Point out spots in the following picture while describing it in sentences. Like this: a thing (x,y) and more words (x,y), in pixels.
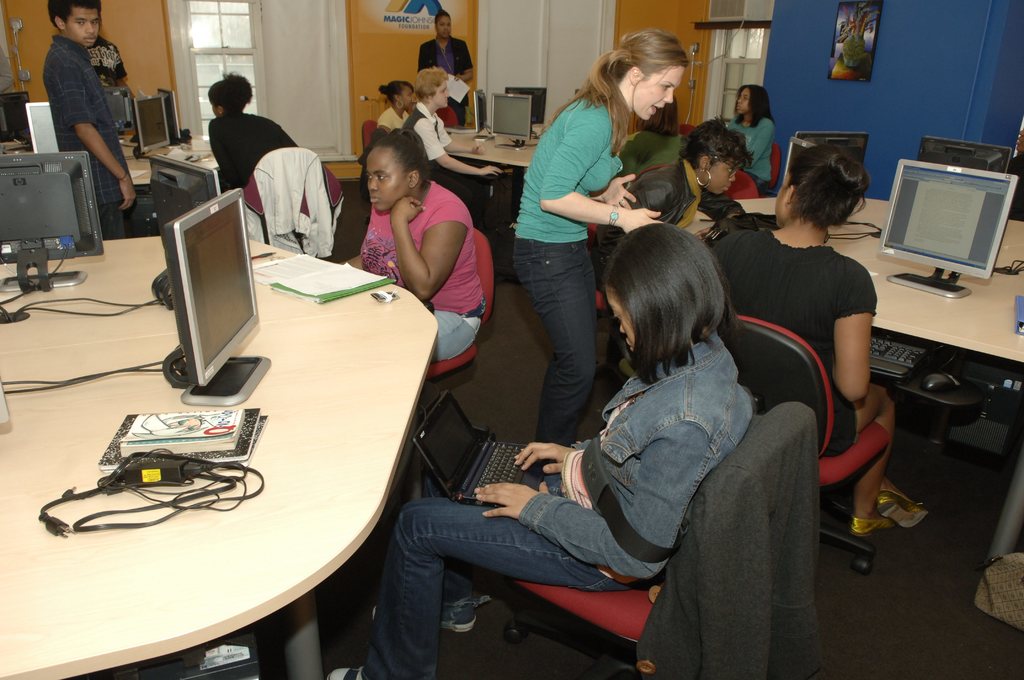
In this image there are group of person (584,266) sitting and standing. In the front (633,470) the woman (633,513) sitting on a chair (588,598) is doing work on a laptop (473,453) which is on her lap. In the center (550,256) the woman (570,214) is standing and talking to the woman (794,255) at the right side (801,269) sitting on a chair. At the right side (943,277) on a table (981,307) there are three monitors (930,198). On the wall (912,67) there are frames (854,46). In the left side (297,347) on the table (289,436) there is a wire (178,467), books (213,424), three monitors (194,249), papers (297,274). At the left side (83,97) the man (76,92) is standing. In the background (237,142) four persons (397,109) are sitting on a chair (312,221), there is a window (235,48) in the background (231,52) which is white in colour and a woman (448,55) in the back (449,71) is standing holding a paper (457,86) in her hand (453,75).
